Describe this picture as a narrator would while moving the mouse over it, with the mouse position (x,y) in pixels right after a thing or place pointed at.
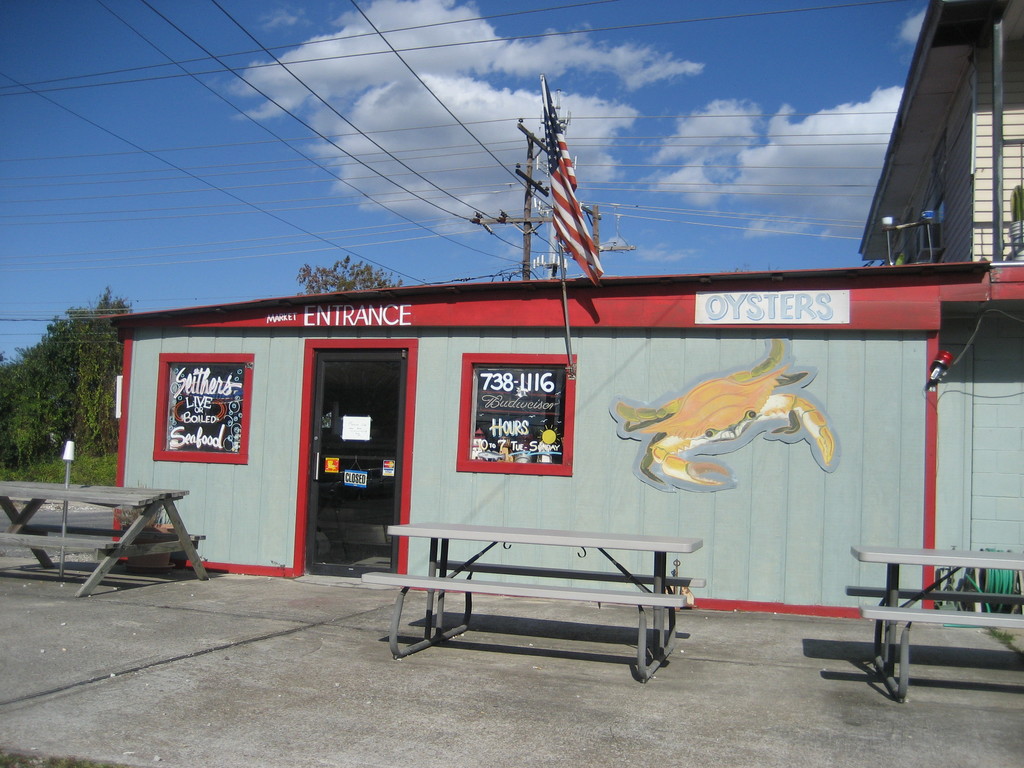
In this picture, there is a building (823,427) made up of wood (843,396). Towards the left (319,468), there is a door (326,449) and windows (556,423). On the house (474,463), there is some text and pictures (723,436). Before it, there are three benches (66,536). At the bottom (311,712), there is a road (306,737). On the top (573,244), there is a flag (587,240) and wires (473,124). In the background (149,179) there are trees (76,325) and sky (724,126) with clouds (459,138).
